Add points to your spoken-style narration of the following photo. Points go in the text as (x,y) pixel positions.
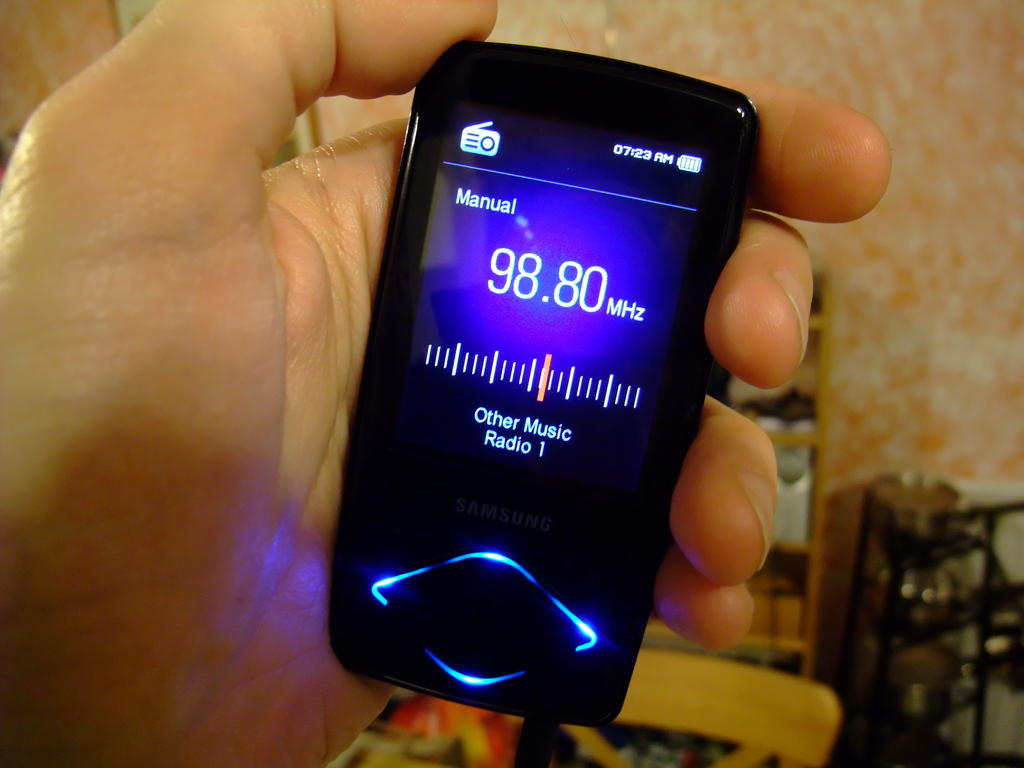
The picture consists of a mobile (506,320) in the hands (291,373) of a person (266,480). At the bottom (872,676) there are chair (815,695), closet (799,630) and other objects (873,546).
